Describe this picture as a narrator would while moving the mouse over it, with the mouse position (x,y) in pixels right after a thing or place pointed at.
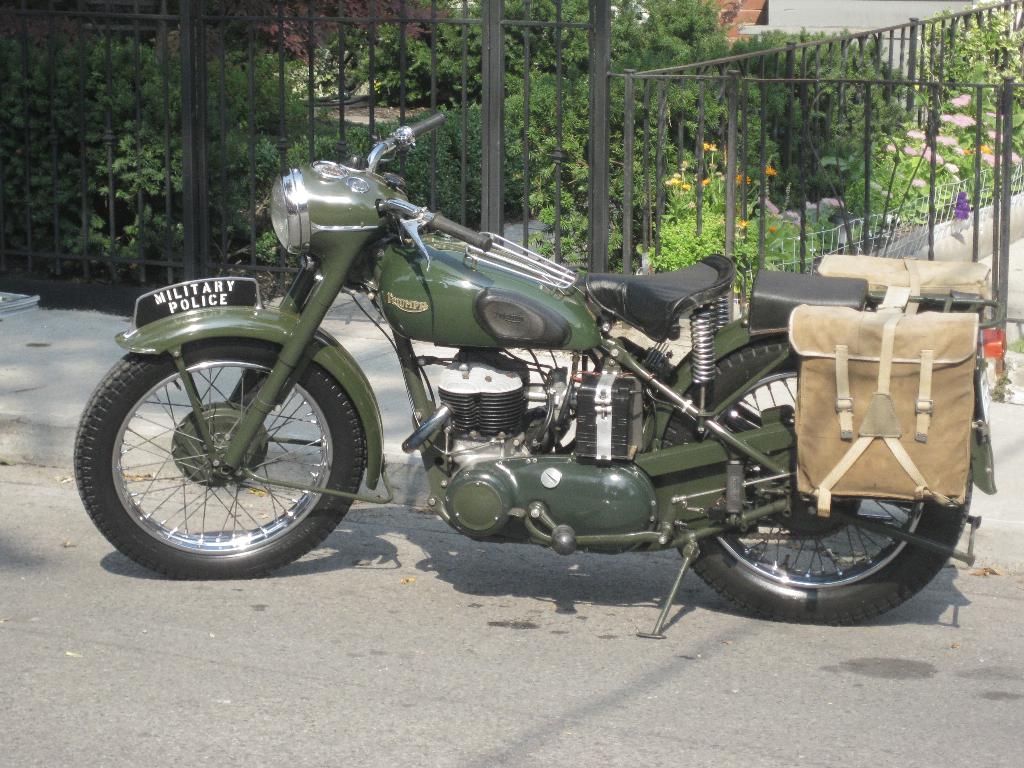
There is a bike (571,341). Which is having two bags (956,366) attached to the back seat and parked aside the road (55,570). In the background (136,96), there is a black color fencing (1004,138), there is a garden (949,104). In which, there are plants (654,5).
